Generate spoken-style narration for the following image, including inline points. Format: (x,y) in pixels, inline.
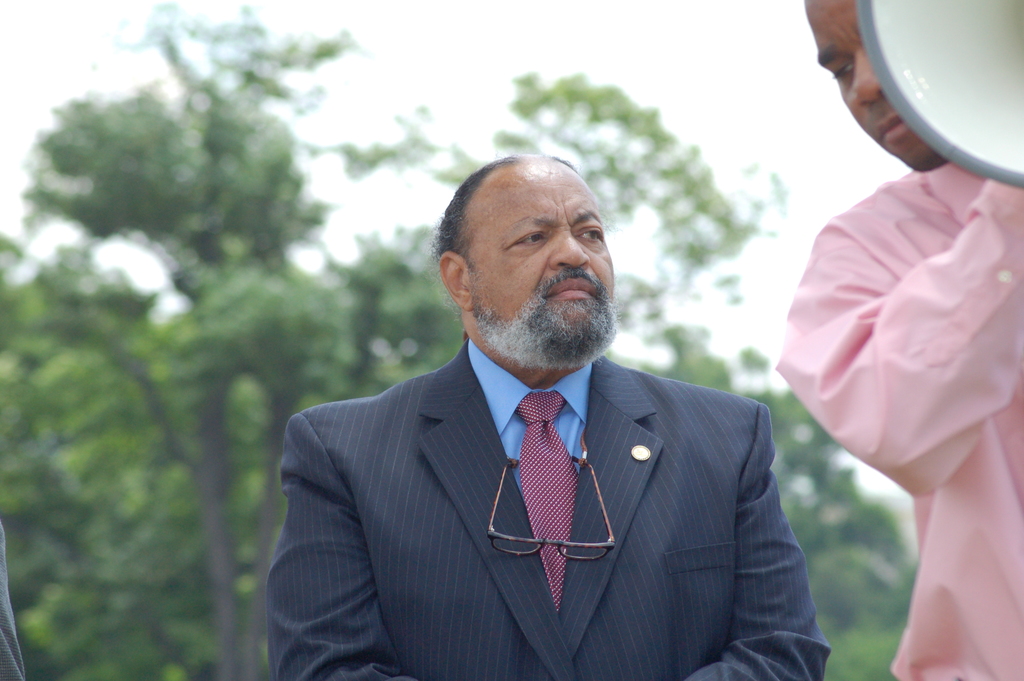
In this picture there is a man (510,338) who is wearing suit (620,551) and spectacle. On the right (863,44) there is a man (989,655) who is wearing shirt (982,456). In the background (788,475) I can see many trees (808,553). At the top (459,27) I can see the sky (459,15). In the top right corner (912,21) I can see white color object (980,61).
